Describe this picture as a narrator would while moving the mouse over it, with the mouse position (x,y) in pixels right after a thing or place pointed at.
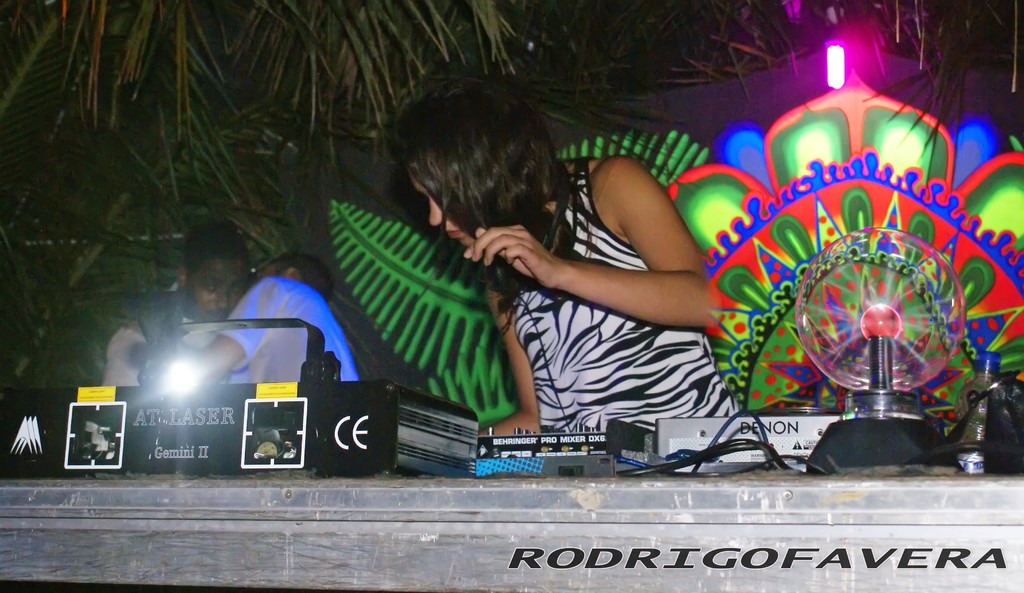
In the picture I can see a person (568,323) wearing a white color dress (598,407) is carrying headphones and here we can see some objects (192,402) are placed on the table (996,534) and we can see some text (632,559) on it. The background of the image (861,96) is dark where we can see lights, some decorative objects (413,239), two persons (298,296) standing here and we can see trees (207,143).
